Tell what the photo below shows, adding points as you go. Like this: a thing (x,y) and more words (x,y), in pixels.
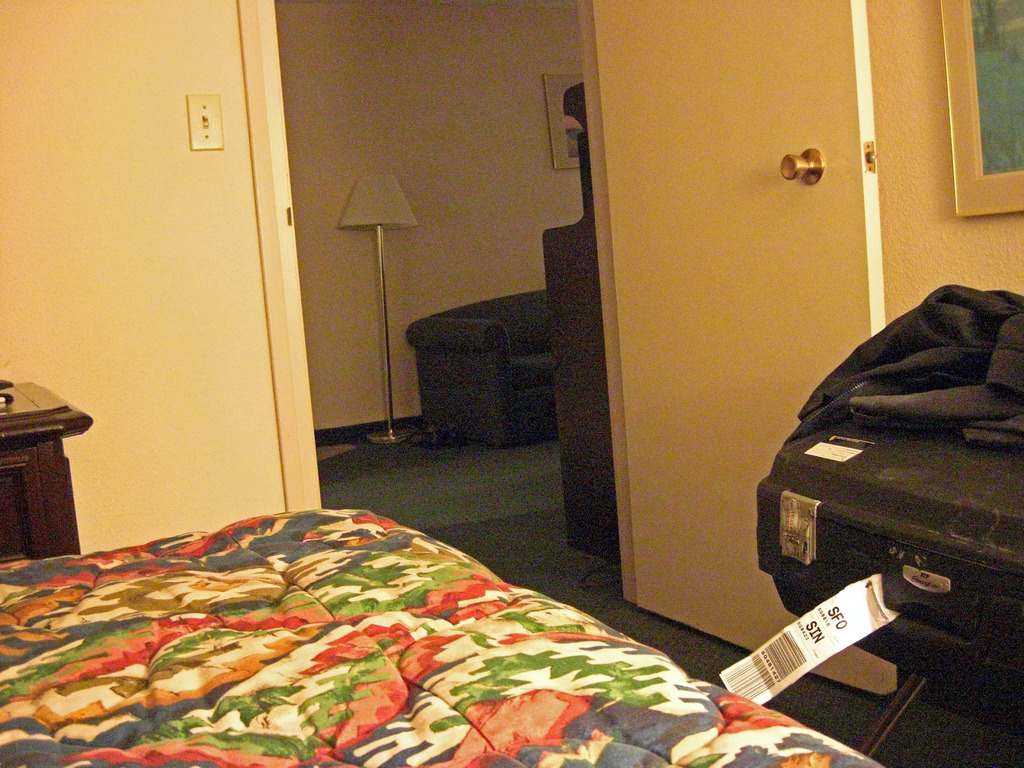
In this image we can see a bed (177,540), table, suitcase (846,556), cloth (918,390) door (787,266), there is a lamp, photo frame (570,81) on the wall (423,186), also we can see a card (735,686) with some text (820,636) on it.
